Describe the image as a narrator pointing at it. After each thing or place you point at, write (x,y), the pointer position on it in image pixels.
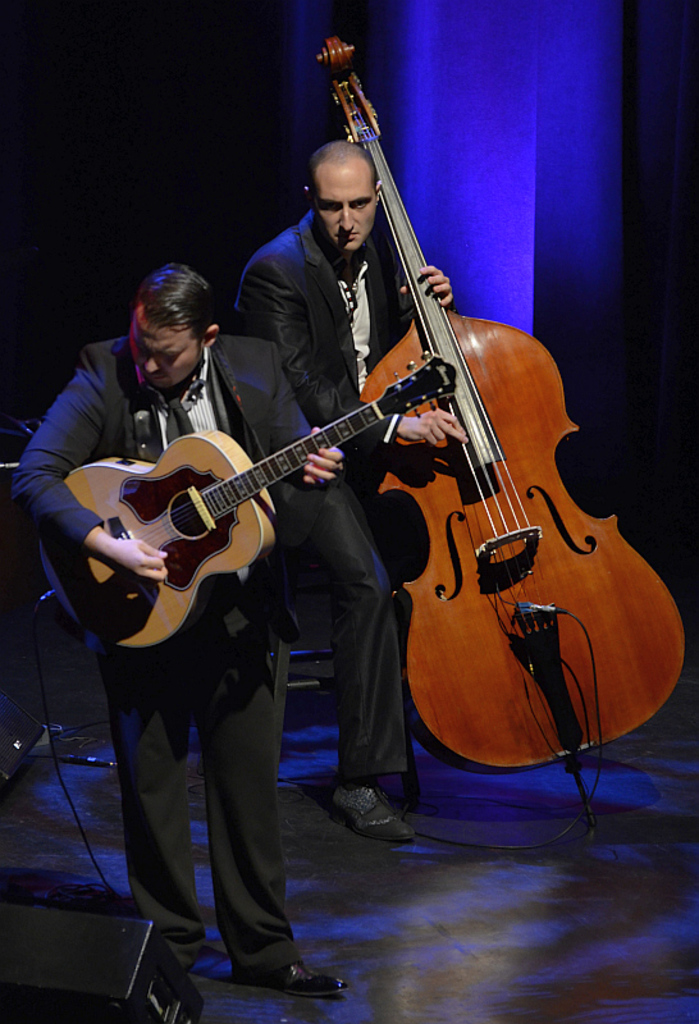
In this picture we can see two persons (219,392) one is standing holding guitar (186,500) in his hand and playing and other is playing double bass (525,341) and in background (455,124) we can see some light (500,164).
